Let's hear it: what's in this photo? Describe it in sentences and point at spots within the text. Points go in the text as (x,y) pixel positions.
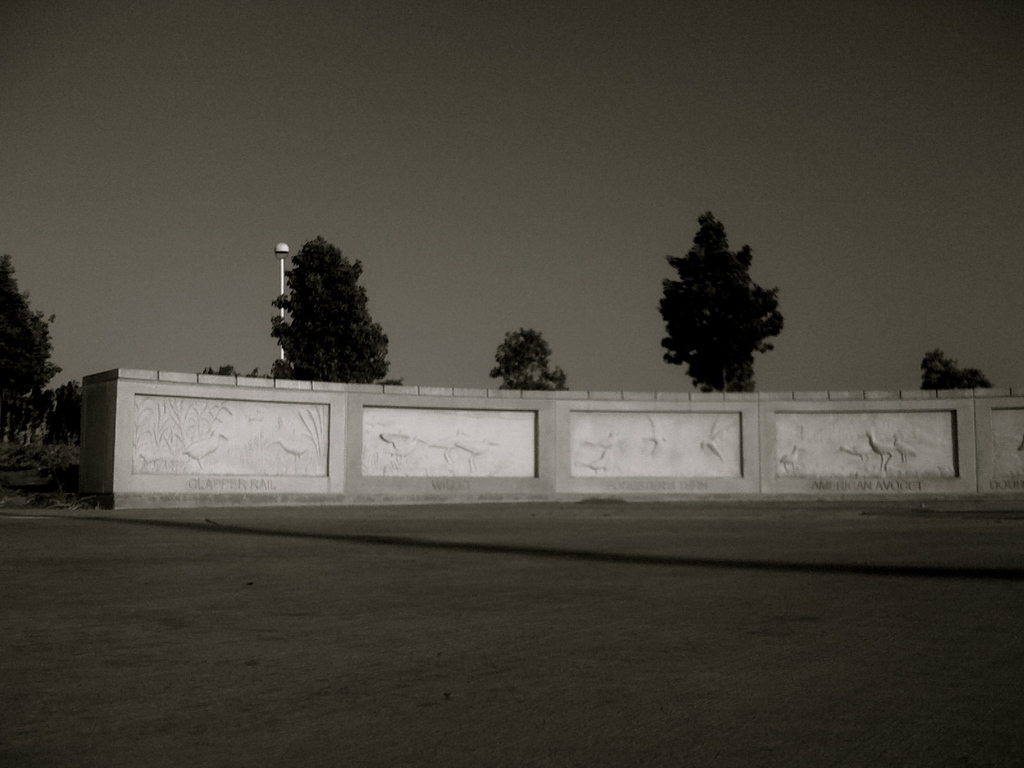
This image is a black and white image. This image is taken outdoors. At the bottom of the image (485,660) there is a floor (730,635). At the top of the image (213,151) there is a sky (601,149). In the middle of the image (449,448) there is a wall (651,468) with a few carvings (619,468) and there are a few trees (13,415) and a pole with a streetlight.
